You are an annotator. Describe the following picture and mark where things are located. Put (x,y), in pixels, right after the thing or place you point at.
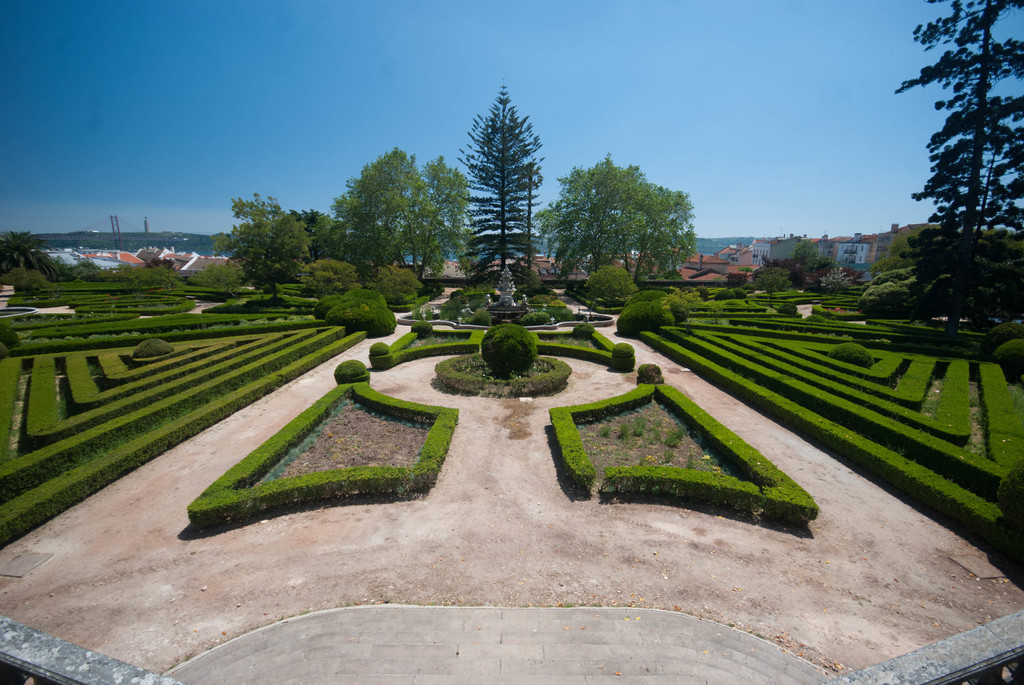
This picture consists of garden (955,402), in the garden (433,202) I can see bushes (942,418) and trees (504,217) and back side of the garden (668,254) I can see houses (765,242) and at the top (698,99) I can see the sky (487,87).
